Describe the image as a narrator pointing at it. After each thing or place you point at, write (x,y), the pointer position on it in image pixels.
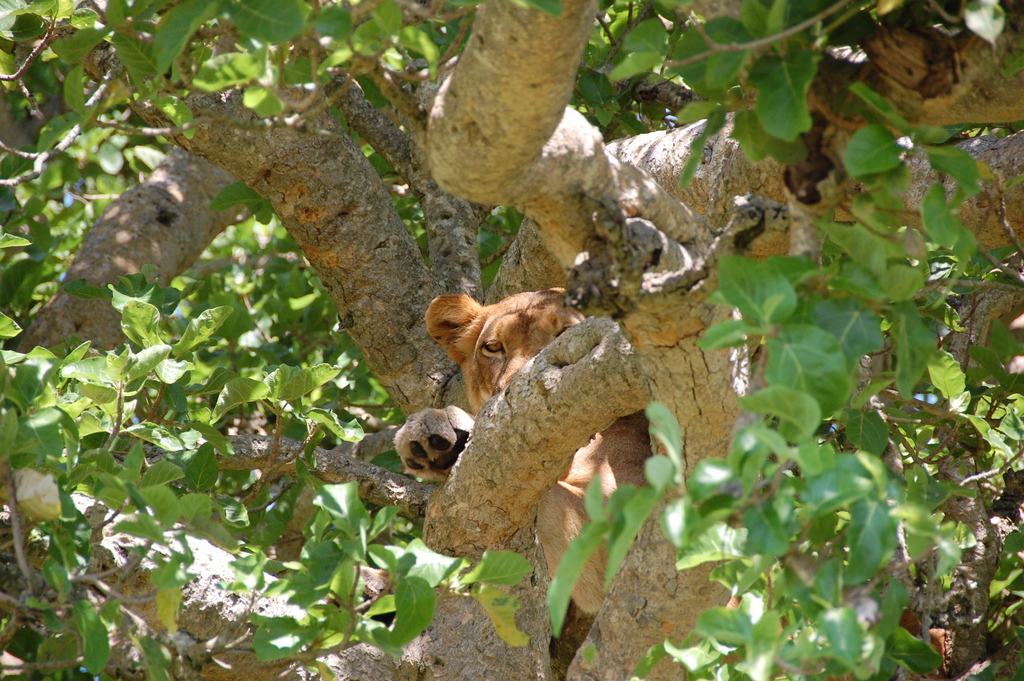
In this picture there is a cub (553,561) in the center of the image (552,303), on the tree (551,390) and there are leaves (259,651) and branches (968,670) in the image.
